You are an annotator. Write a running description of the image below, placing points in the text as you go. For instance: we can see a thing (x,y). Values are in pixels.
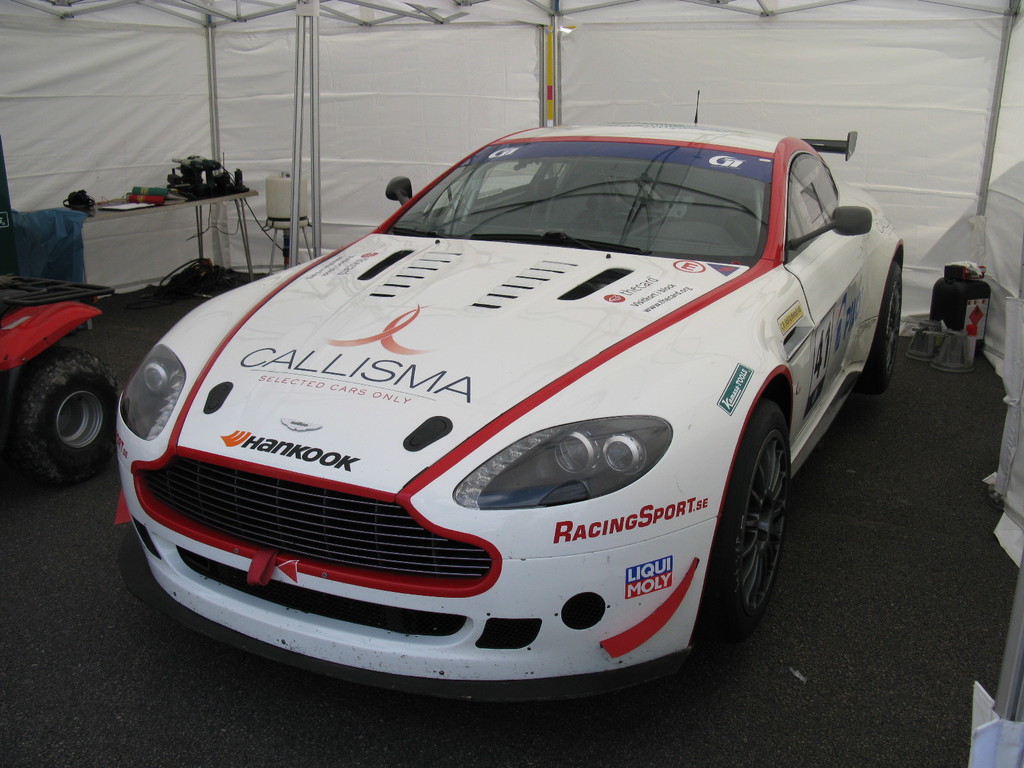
In this image we can see a white red color car (527,499), behind the car (504,484) white color tent (267,64) is there and one table (151,211) is there. on the top of the table (98,214) some things (170,175) are kept. Right side of the image (945,303) one black color thing (967,328) is present. Left side of the image (36,400) one vehicle (80,375) is there.
